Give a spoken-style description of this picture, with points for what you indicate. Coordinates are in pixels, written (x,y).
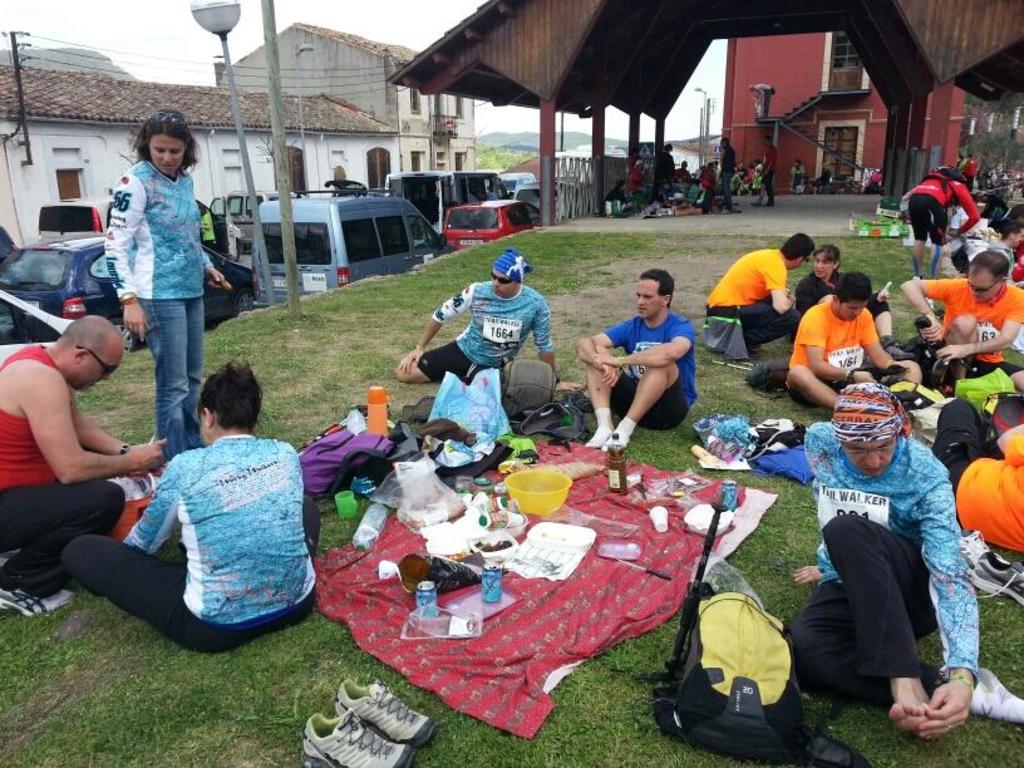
In this image I can see number of persons (257,487) are sitting on the ground (253,723), some grass (208,692) on the ground (253,703), a pair of footwear (385,701), a bed sheet (515,637) which is red in color and on the bed sheet (522,651) I can see few bottles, few cups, a bowl (547,507) and few other objects (508,514). In the background (333,223) I can see few vehicles (369,267) on the road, few buildings (846,151), few stairs (850,89), few persons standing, few windows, few poles (274,144) and the sky (190,36).
